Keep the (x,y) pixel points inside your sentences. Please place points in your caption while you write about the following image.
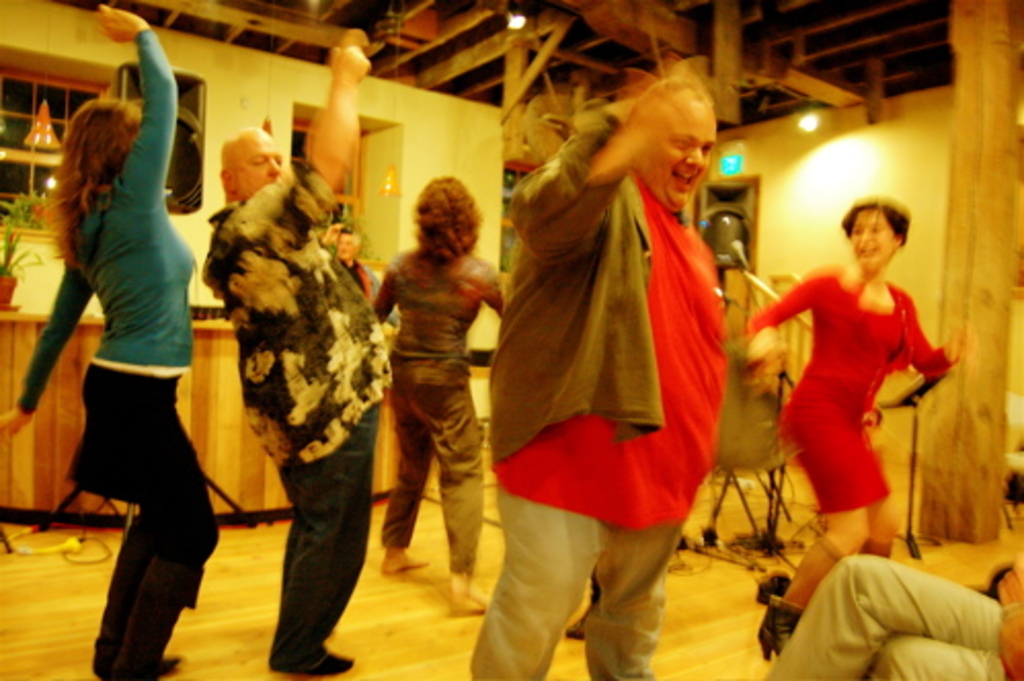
In the picture I can see a few persons (474,295) dancing on the floor (792,551). I can see a wooden table (215,376) on the floor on the left side (0,331) and I can see a plant pot (28,227) on the table (12,320) on the top left side (13,215). In the background (46,166), I can see the glass windows (42,180). There is a lamp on the roof (536,48) at the top of the picture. There is a woman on the right side (859,321) is wearing a red color skirt (873,351) and there is a smile on her face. I can see the legs (860,677) of a person (891,590) on the bottom right side of the picture (935,590).
